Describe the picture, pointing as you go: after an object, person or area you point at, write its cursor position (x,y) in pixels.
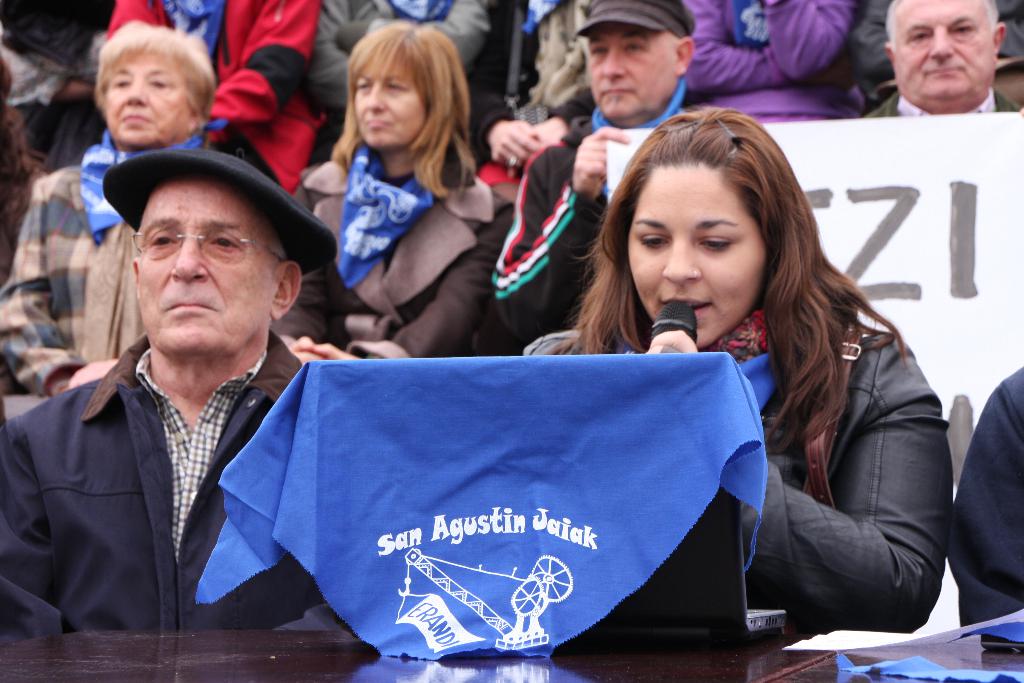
Here on a table (662,655) there is a cloth (526,613) on a laptop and a paper (944,643). There is a man (189,387) and a woman (734,307) holding a mike (686,323) in her hand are sitting. In the background (49,45) there are few persons (626,128) sitting and among them two men (566,139) are holding a banner (931,293) with their hand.
